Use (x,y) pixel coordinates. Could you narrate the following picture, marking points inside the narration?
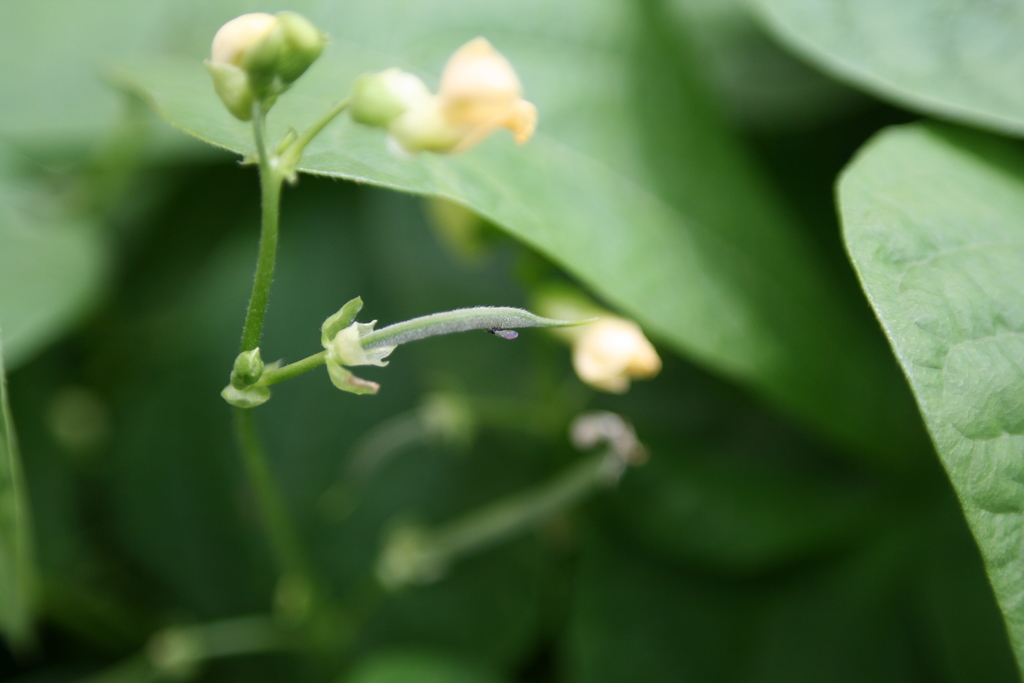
The picture consists of flowers (609,339) and the leaves (662,261) of a plant (794,256). At the bottom (250,491) it is blurred.
